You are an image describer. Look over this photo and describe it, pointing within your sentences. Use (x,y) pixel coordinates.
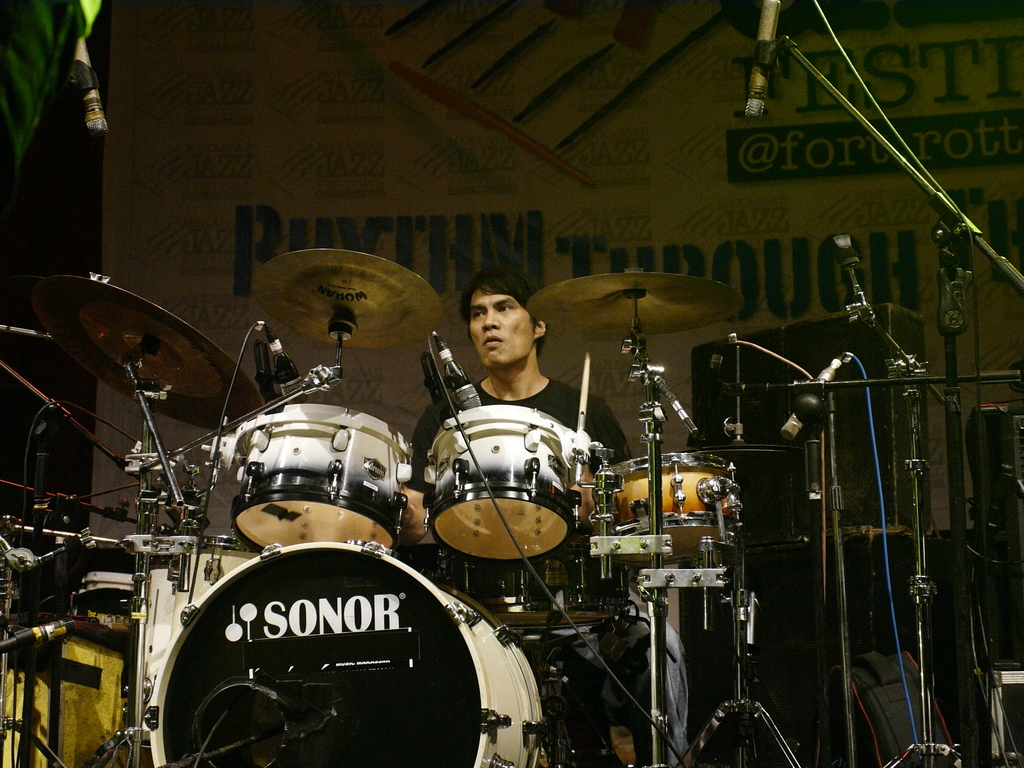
In this image in the middle (505,370), there is a man (507,383), he wears a t shirt (562,410), he is playing drums (570,488), in front of him there are drums (502,498) and musical instruments (581,553). In the background (957,399) there are mics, mic stands (914,409), speakers (853,425), posters (787,291) and text (738,250).
